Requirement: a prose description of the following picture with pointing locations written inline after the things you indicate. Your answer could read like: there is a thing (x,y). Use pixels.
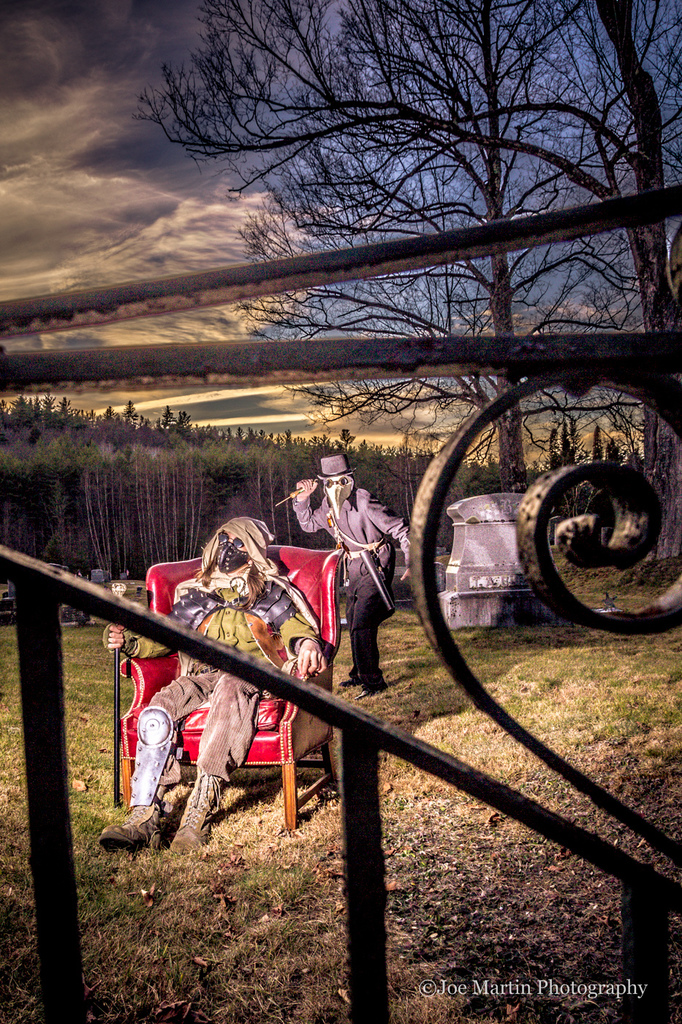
In this image I can see the railing (518,553). To the side I can see two people (265,646) with different costumes (276,629). One person (206,680) is sitting on the red color chair (189,750). In the background (91,541) there are many trees (219,458), clouds (230,233) and the sky (363,287).
